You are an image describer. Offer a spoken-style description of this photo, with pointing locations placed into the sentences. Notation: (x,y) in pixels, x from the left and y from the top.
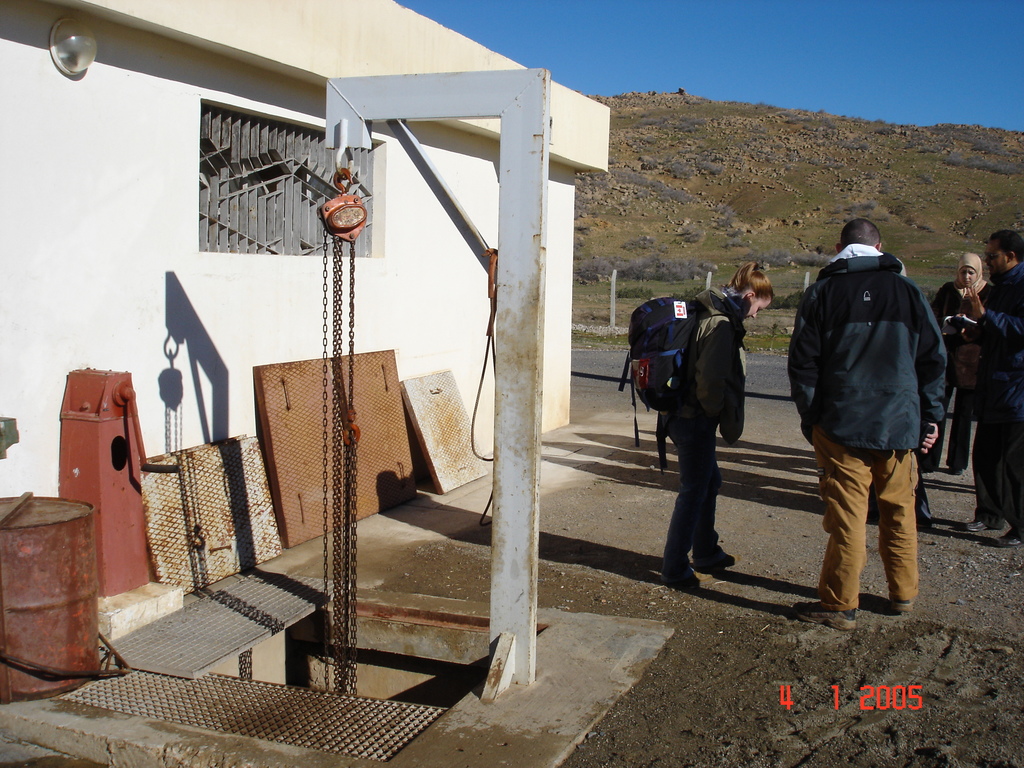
In this image we can see some persons (850,390), iron objects (369,470), wall (175,290), light (69,50), window (234,156) and other objects (472,435). At the bottom of the image (807,724) there is the floor (818,692). In the background of the image (812,194) there are rocks (834,173), grass (812,189) and other objects (877,208). At the top of the image (785,79) there is the sky (803,65). On the image there is a watermark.
